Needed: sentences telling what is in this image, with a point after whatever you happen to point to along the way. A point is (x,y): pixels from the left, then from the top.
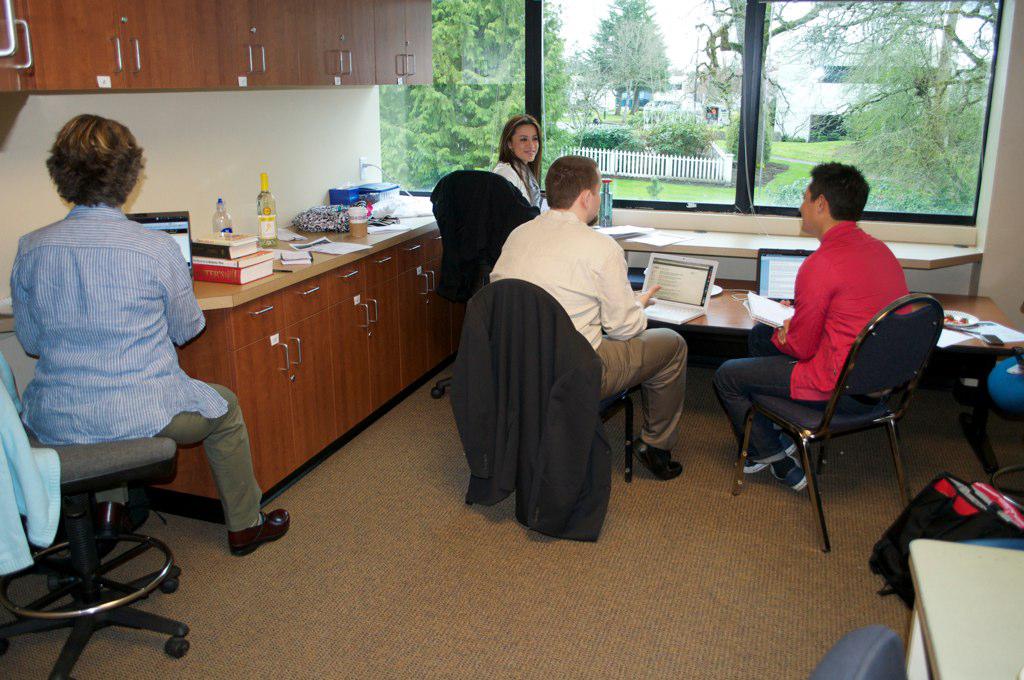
In this image are four persons (513,248) who are sitting on chairs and there is one cupboard (246,344) beside them. On that cupboard (279,398) there are some books (268,259), bottles (270,206), cloth (311,216), and some objects (373,200) are there on the table (309,236) and on top (512,57) there is one glass window (665,44) and some trees (714,71) are there on the background (718,101). And in the center (660,303) there is another table (714,297) on that table (737,292) there are two laptops (774,287) and some books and papers (951,338) are there and on the floor (814,552) there are some bags (987,505).
